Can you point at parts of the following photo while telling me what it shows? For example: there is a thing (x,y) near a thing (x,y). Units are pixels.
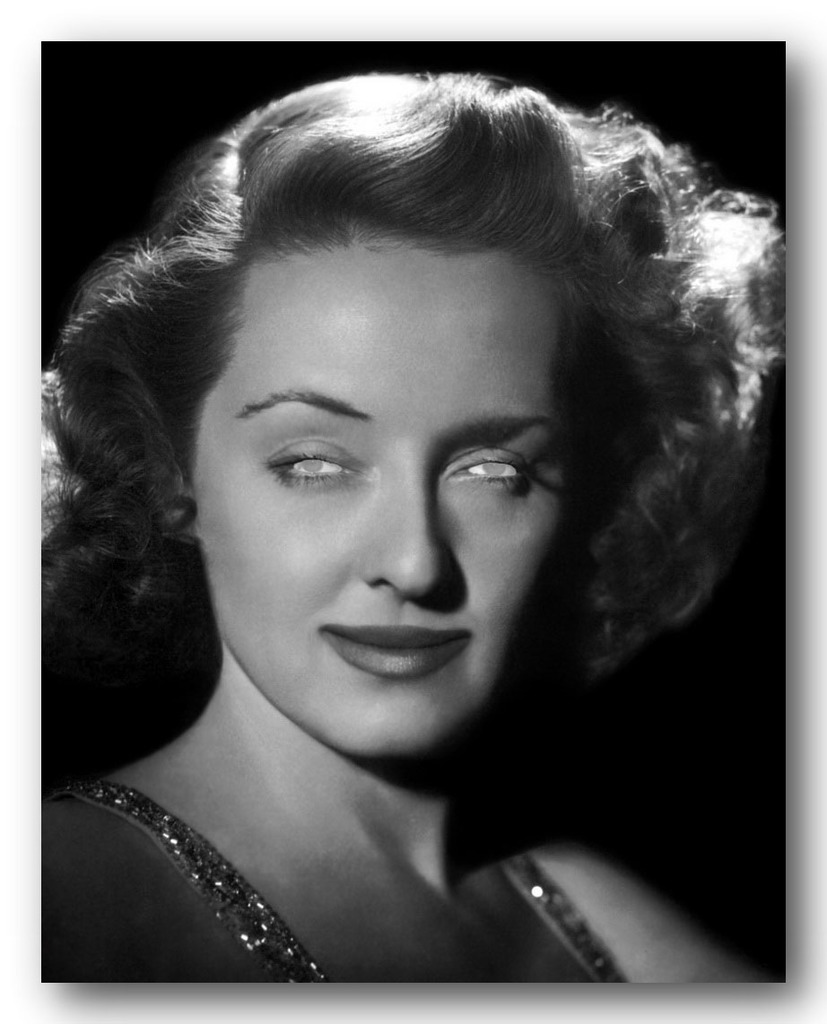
In this black and white image there is a girl (455,602). The background (645,805) is dark.
